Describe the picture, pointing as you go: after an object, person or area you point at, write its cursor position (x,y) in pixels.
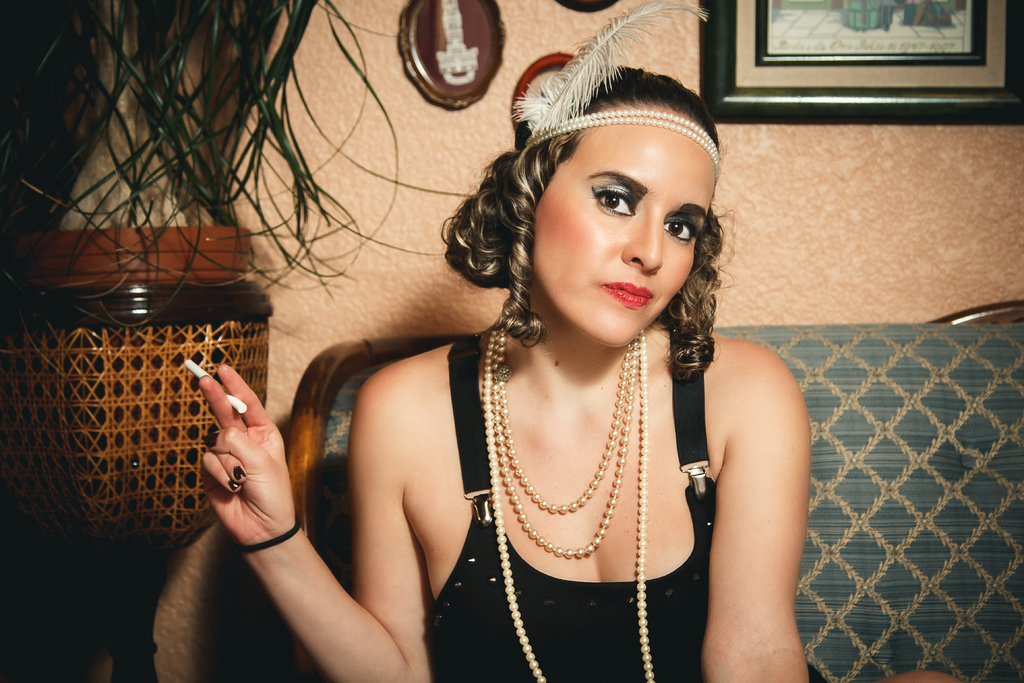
This picture is taken inside the room (821,323). In this image, in the middle (576,228), we can see a woman (560,278) sitting on the couch (806,331) and holding a cigar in her hand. On the left side (190,306), we can see a flower pot (195,317), plant (108,138). In the background (818,99), we can see few photo frames (907,94) which are attached to a wall (778,317).
